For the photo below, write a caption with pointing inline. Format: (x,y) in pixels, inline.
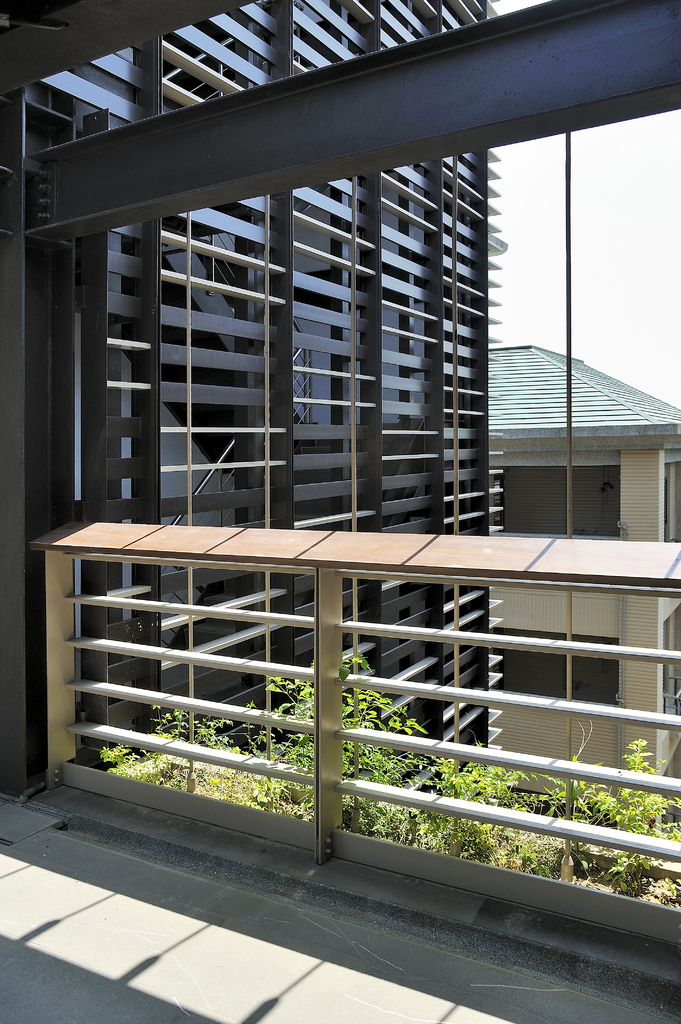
In the foreground (468,861) I can see a fence (411,849), plants (476,778) and buildings (324,369). On the top right (511,175) I can see the sky (663,207). This image is taken during a day.
